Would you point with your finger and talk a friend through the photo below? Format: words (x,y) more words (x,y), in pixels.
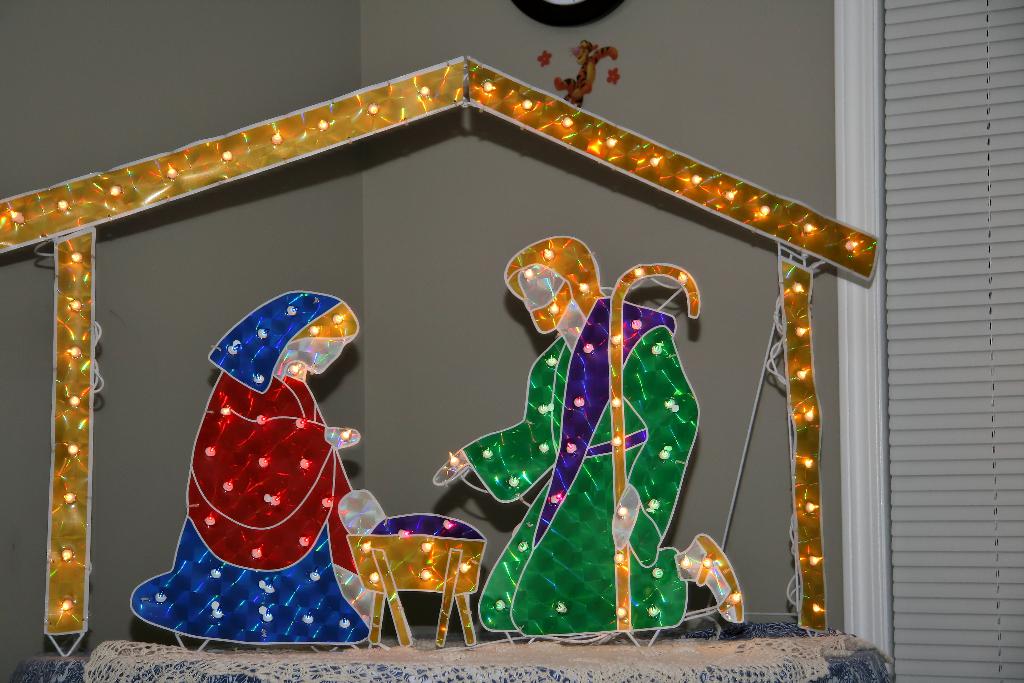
In this image, we can see a decorative object (280,399) on the surface (195,659). We can also see a window blind (916,464) on the right (921,527). In the background (525,178), we can see the wall (602,185) with some objects (582,47).
